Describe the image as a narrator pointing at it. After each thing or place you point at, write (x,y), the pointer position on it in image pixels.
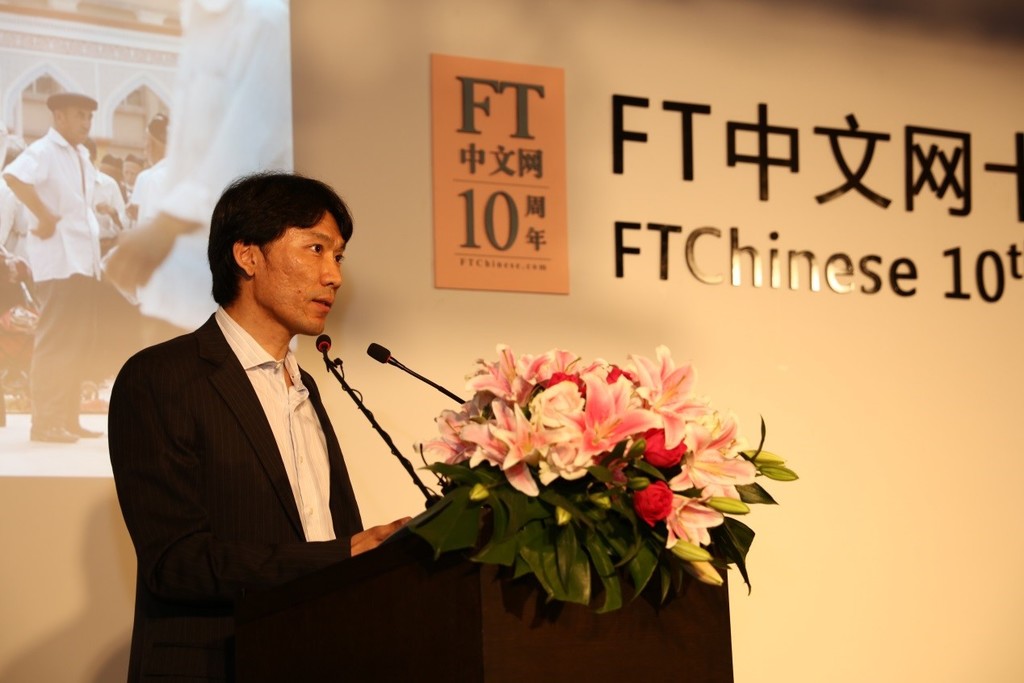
In this picture we can see a man (204,345), in front of him we can find microphones (434,388) and flowers (574,478), in the background (517,222) we can see a projector screen (235,90), a poster (530,179) and some text (784,137) on the wall (874,356).
